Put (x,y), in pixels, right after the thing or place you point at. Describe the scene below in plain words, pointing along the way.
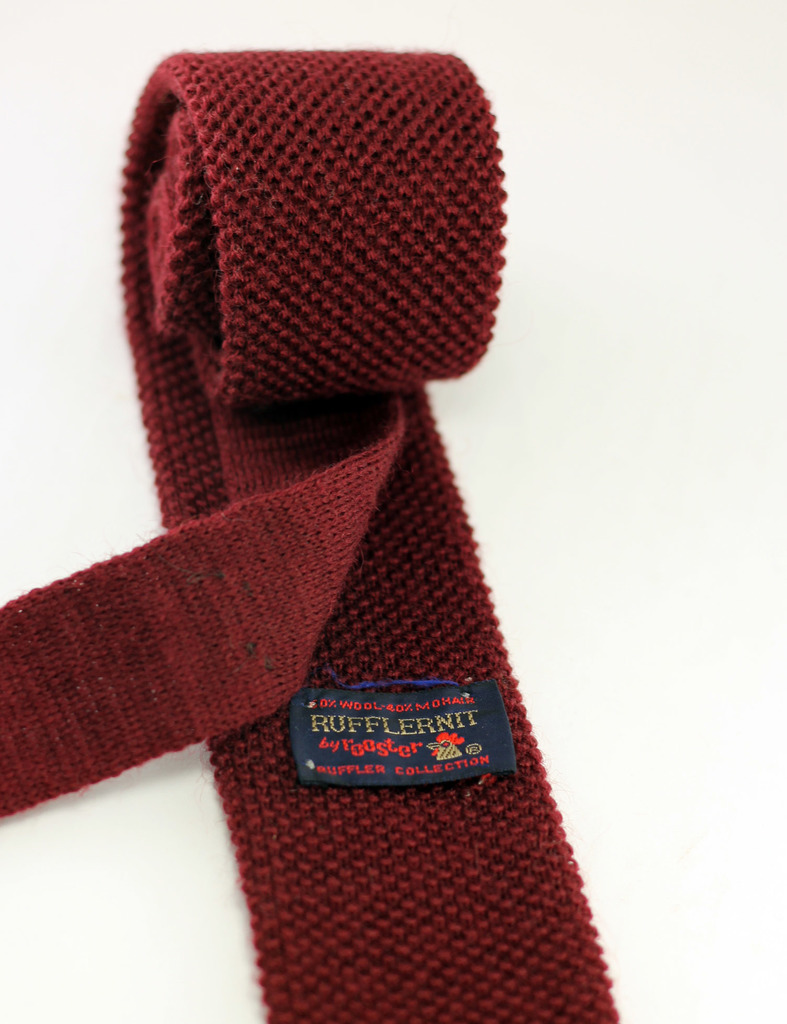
In this image we can see an object (341,461), which looks like a tie (407,336) and the background (465,23) is white.
